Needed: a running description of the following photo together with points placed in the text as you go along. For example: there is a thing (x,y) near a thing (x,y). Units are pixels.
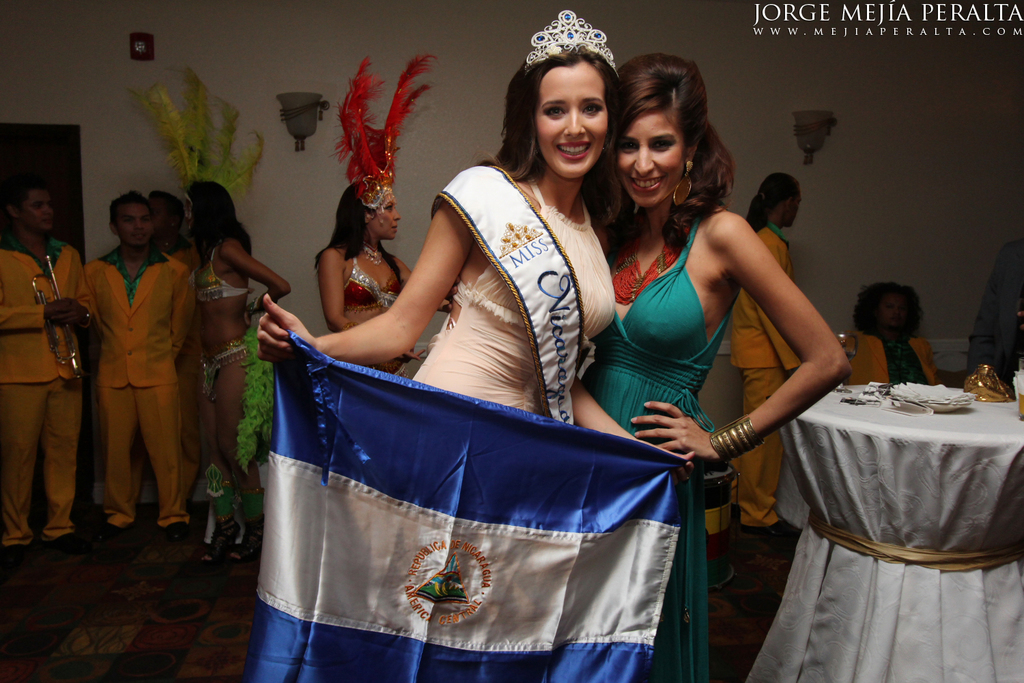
In the center of the image (515,347) we can see people (762,516) wearing costumes (377,293). The lady (572,377) standing in the center (556,342) is wearing a crown (573,26) and holding a flag (626,456) in her hand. On the right (950,595) there is a table (913,601) and we can see things (926,394) placed on the table (993,449). In the background (893,108) there is a wall (302,161) and there are lights (815,136) placed on the wall (899,228).
